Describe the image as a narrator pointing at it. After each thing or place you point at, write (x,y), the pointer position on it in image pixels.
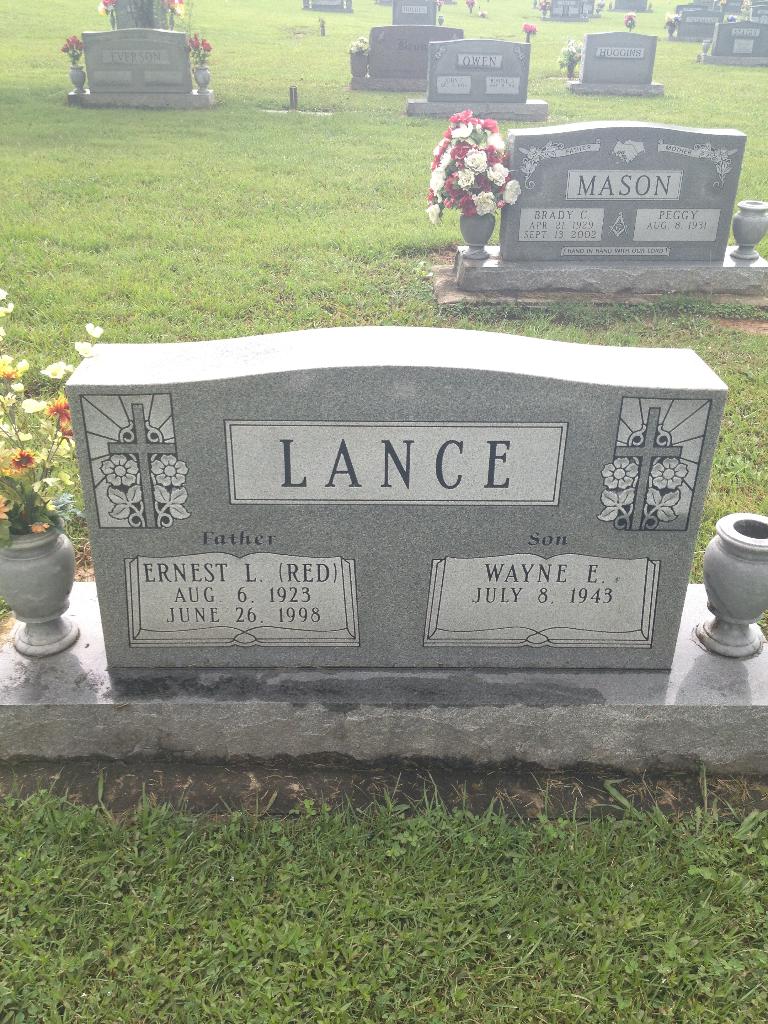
In this picture there are graves (295,332) on the grassland (323,819) in the image.
